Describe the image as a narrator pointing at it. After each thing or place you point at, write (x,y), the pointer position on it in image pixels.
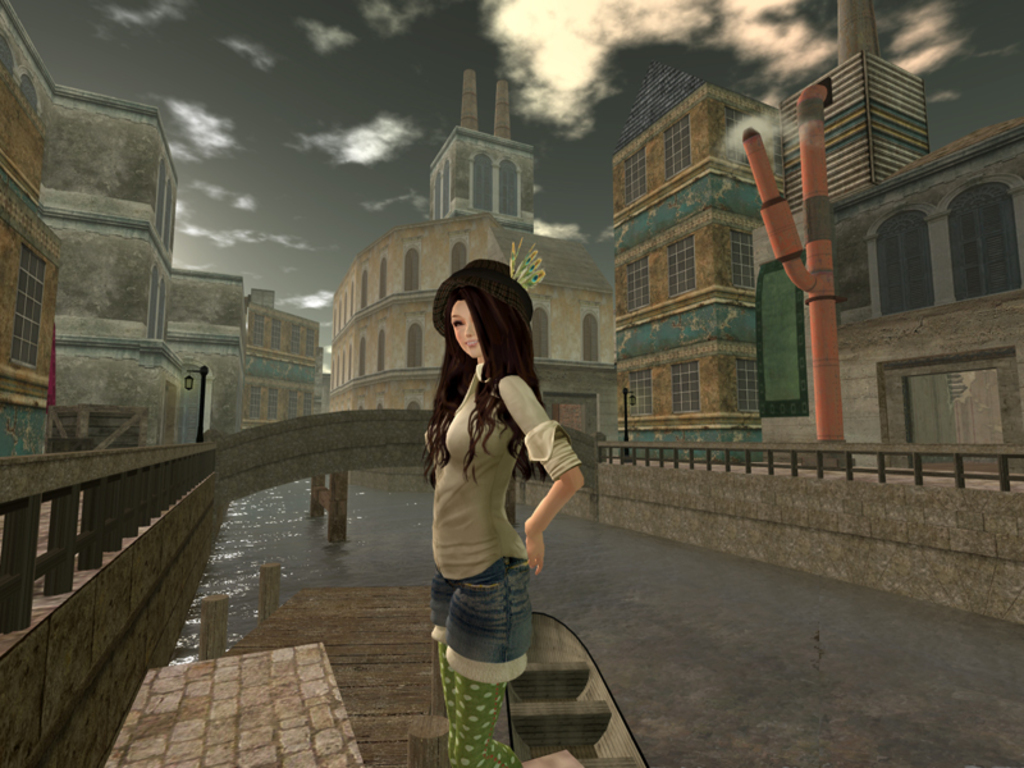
This is an animation picture. In this image there is a woman (516,654) standing. There is a boat (523,738) on the water (616,681). At the back (961,450) there is a bridge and there are buildings (25,344) and there are poles (760,172) and there is a railing (875,469). At the top (271,132) there is sky (380,94) and there are clouds (616,58). At the bottom (687,615) there is water (752,673).
